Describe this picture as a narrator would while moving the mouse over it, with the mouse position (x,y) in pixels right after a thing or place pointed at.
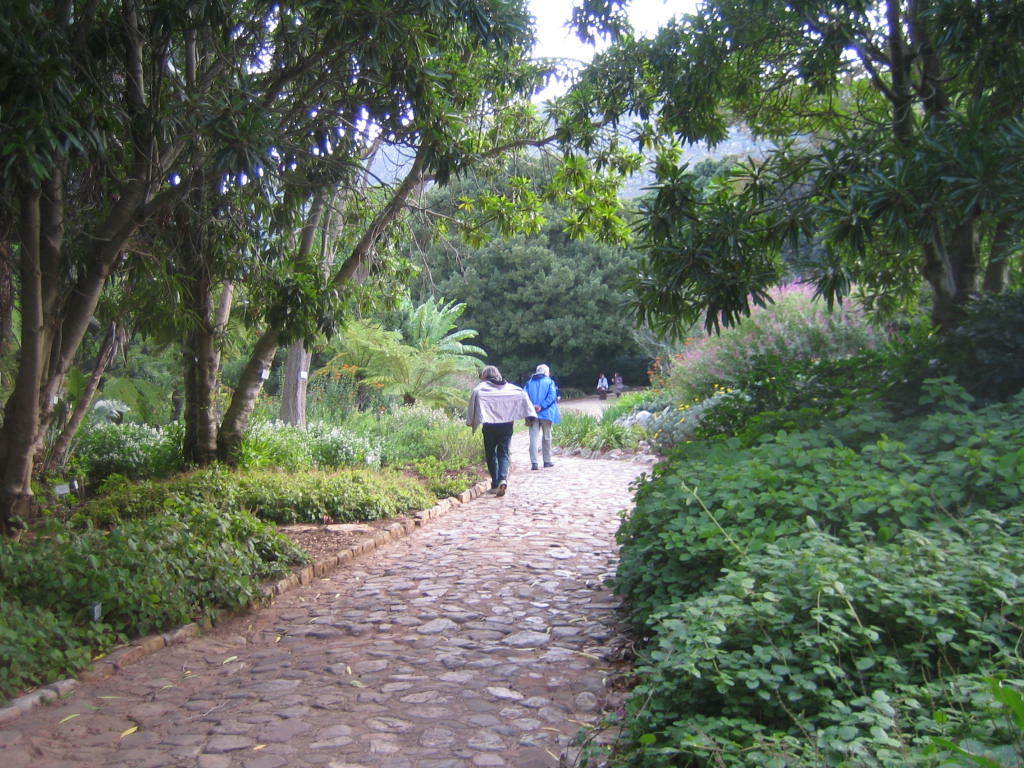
In this image, we can see plants (931,665), trees (510,351) and walkway (545,546). Here we can see two people (506,435) are walking through the walkway (526,495). Background (610,379) we can see few people (619,389). Top of the image (557,12), there is the sky (543,27).
